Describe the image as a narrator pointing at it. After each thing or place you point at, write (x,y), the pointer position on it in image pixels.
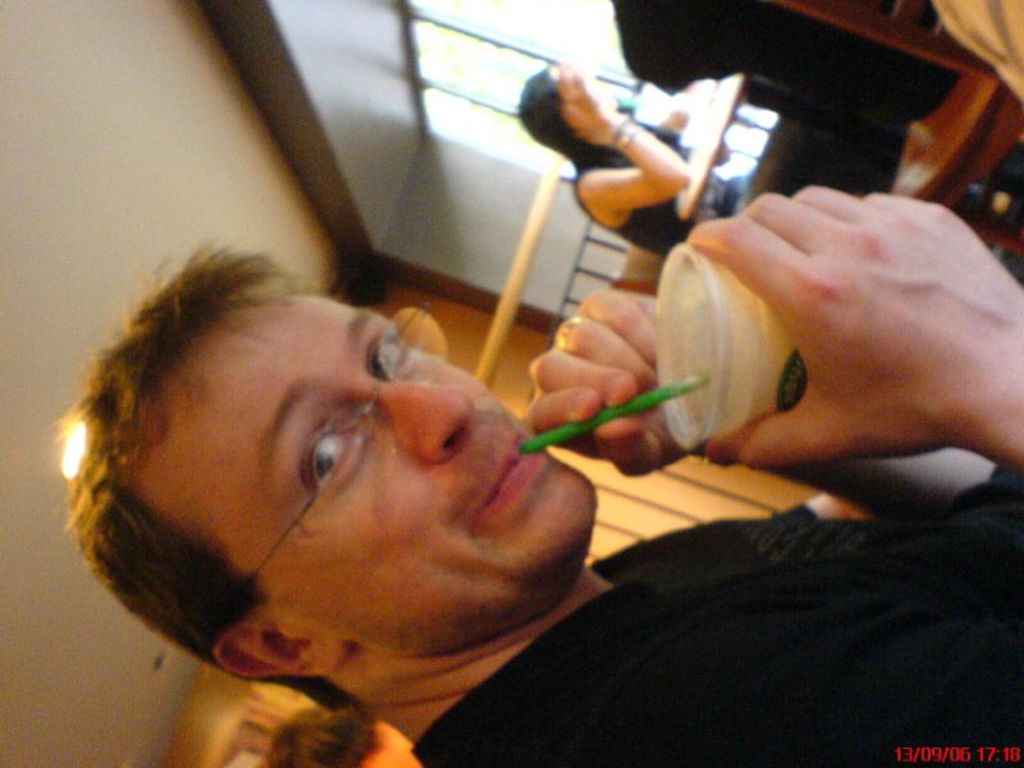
In this picture we can see a man (676,579) in the black shirt (725,647) is holding a cup (767,369) and a straw (579,429). Behind the man (544,638) some people (670,191) are sitting on chairs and behind the people (678,126) there are iron grills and a wall (464,239). At the top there is a light (67,442) and on the image there is a watermark (1000,757).
